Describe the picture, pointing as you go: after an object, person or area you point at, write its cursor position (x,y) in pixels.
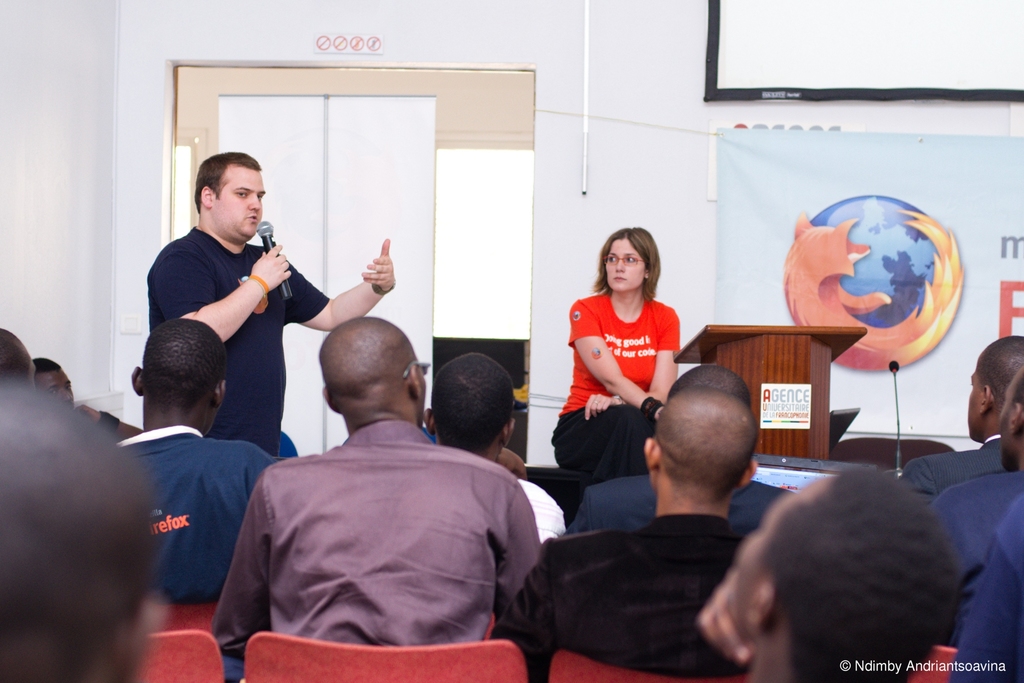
In this picture there is a person (240,225) standing and holding the microphone (264,240) and he is talking and there is a woman (621,416) sitting. In the foreground (646,447) there are group of people (383,527) sitting on the chairs (322,663). At the back (495,175) there is a door (472,337) there is a podium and there is a microphone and there is a banner (1001,314) and there is text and there is a picture of a globe (865,256) on the banner (877,262) and there is a screen (941,47) on the wall (614,80) and there is a pipe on the wall (622,191).
